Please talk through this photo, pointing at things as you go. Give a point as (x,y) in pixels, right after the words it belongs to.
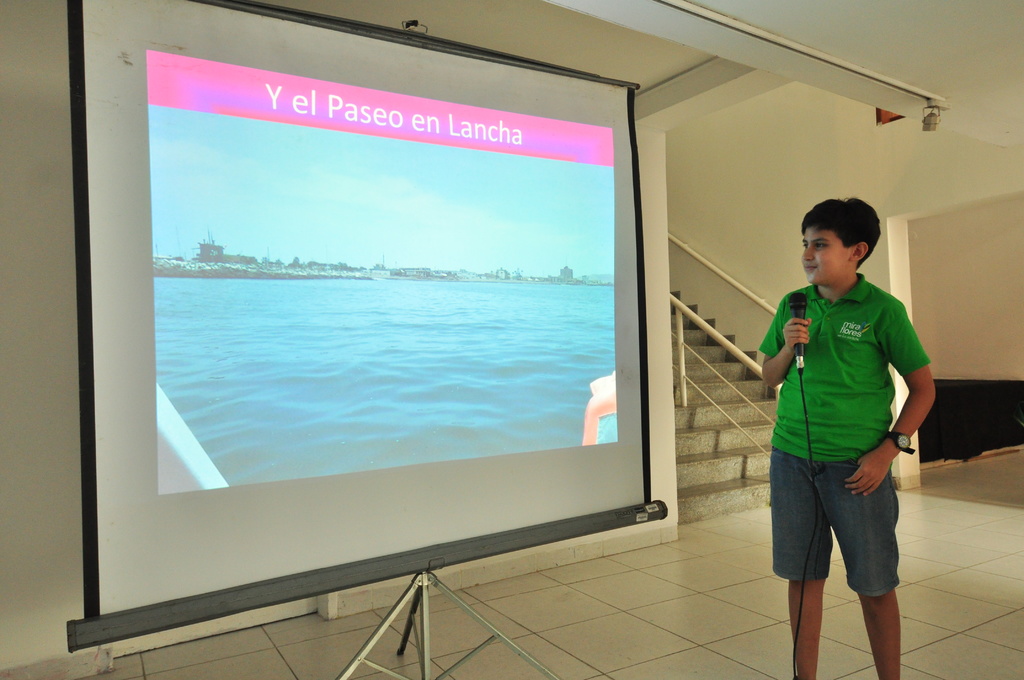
In this image I can see a boy (834,367) is standing and holding a microphone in the hand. Here I can see a projector screen (263,250), on the screen (358,326) I can see water (369,332), the sky (438,252) and buildings (380,269). Here I can see stairs (760,408) and ceiling (946,44).
